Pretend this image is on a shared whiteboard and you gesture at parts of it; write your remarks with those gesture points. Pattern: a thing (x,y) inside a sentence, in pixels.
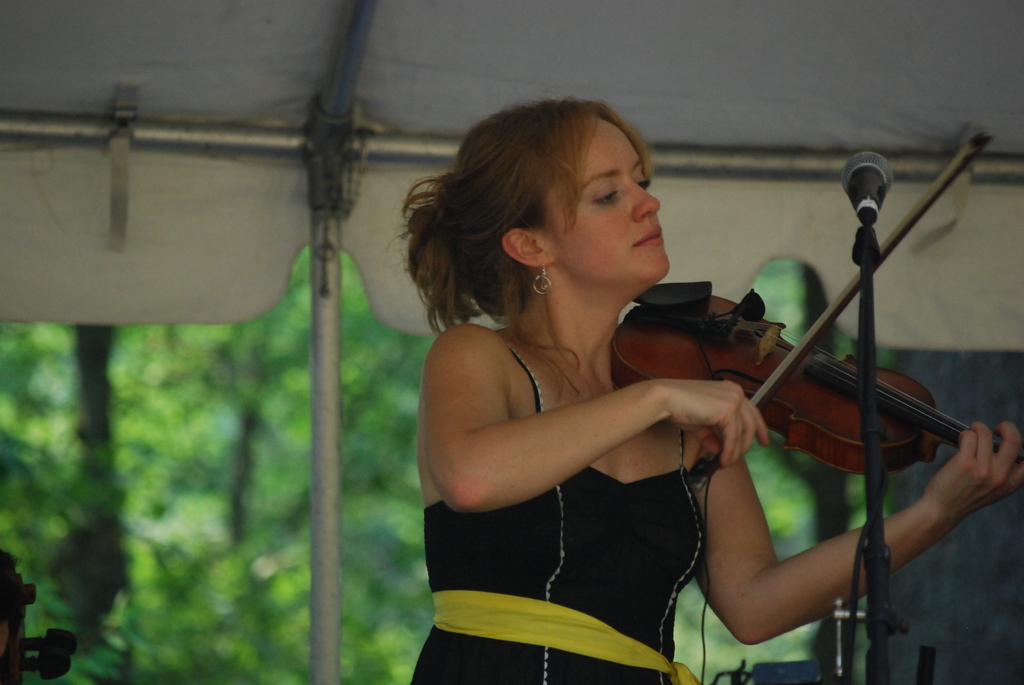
As we can see in the image in the front (532,300) there is a woman (532,300) wearing black color dress (546,582) and holding violin (851,419). In the background (16,503) there are trees (54,445). The background is little blurred.
